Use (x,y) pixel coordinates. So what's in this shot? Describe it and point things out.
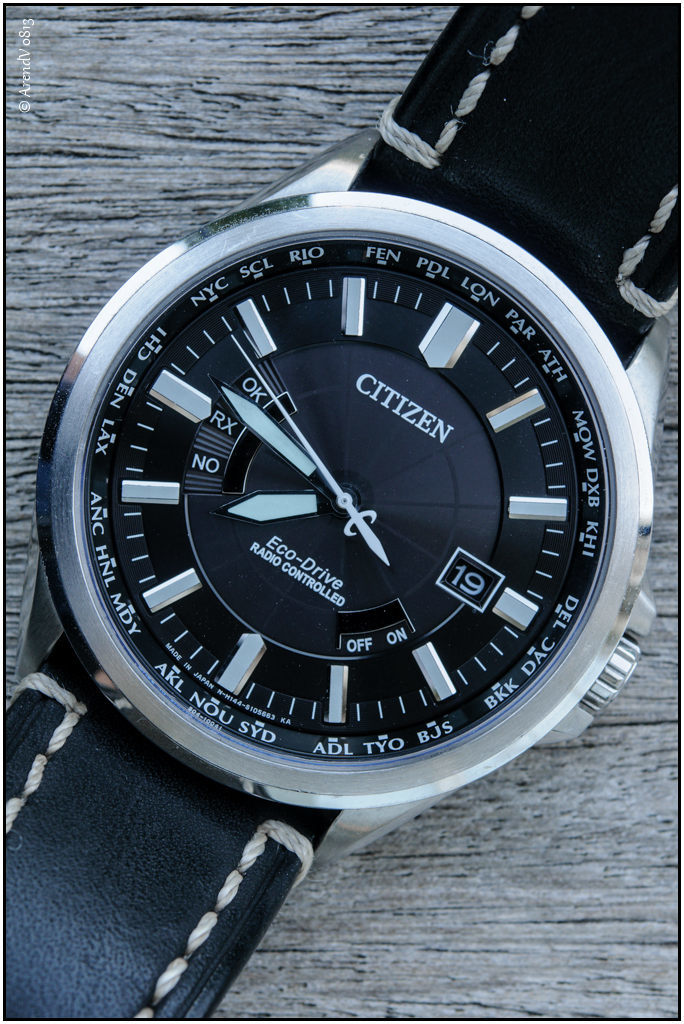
In the picture i can see wrist watch (249,653) which is black in color is on the surface (569,861).
